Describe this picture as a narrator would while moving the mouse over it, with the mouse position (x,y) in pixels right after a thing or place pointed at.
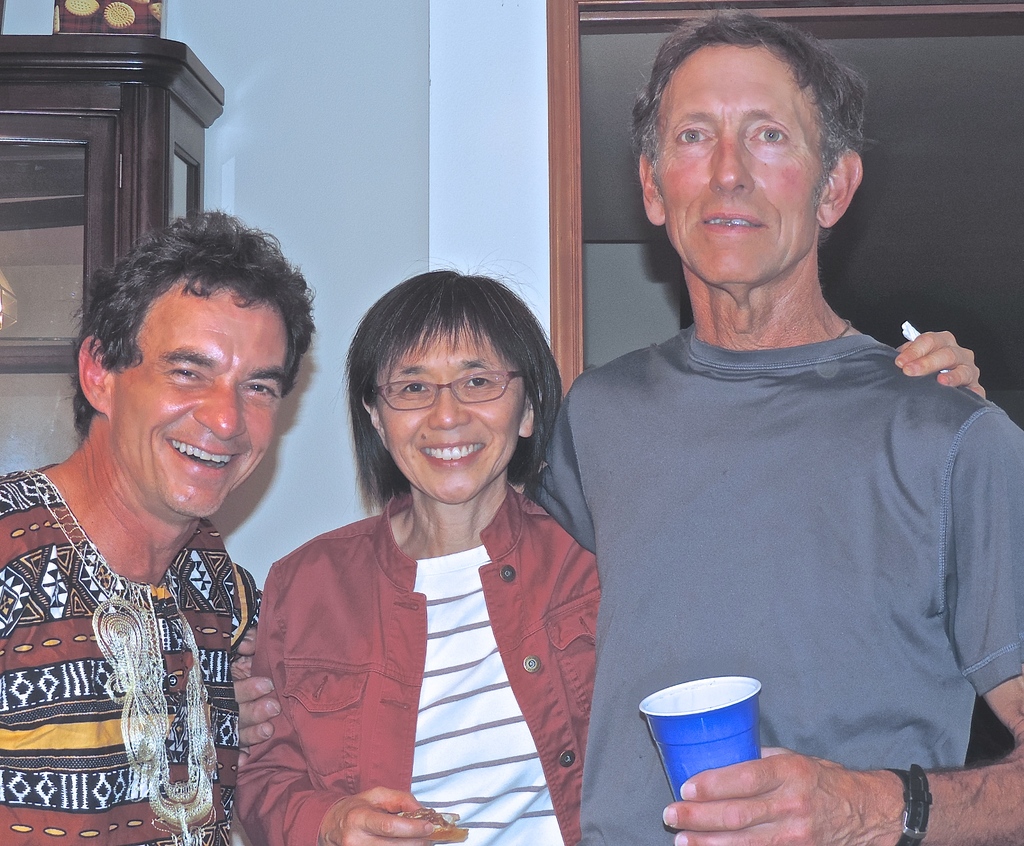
There are three persons (802,272) in different color dresses (835,417), smiling and standing. One of them is holding a blue color glass (753,690) with one hand (773,769). In the background (406,46), there is a cupboard (101,101) and there is white wall (357,150).
